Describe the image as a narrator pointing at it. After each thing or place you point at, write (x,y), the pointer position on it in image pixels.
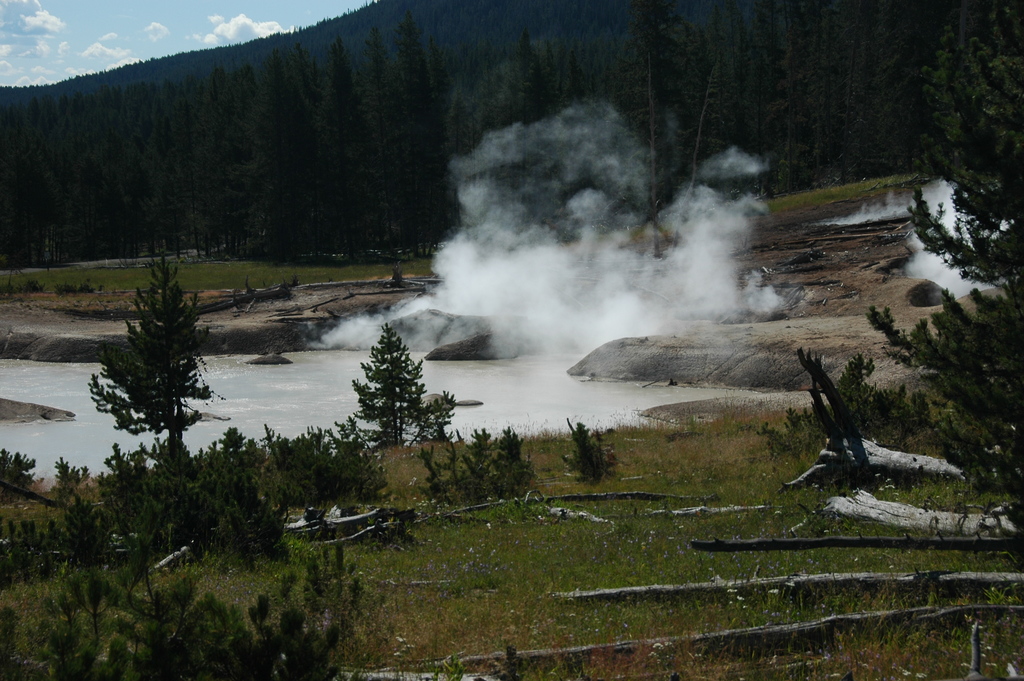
At the bottom of the image (559,537) on the ground (679,515) there is grass (719,555), wooden logs (830,465) and also there are small plants (228,497). Behind them there is water (535,387) and also there is smoke (458,257). In the background (428,180) there are trees (177,102). Behind them there is a hill (453,42). In the top left corner of the image (72,52) there is sky (85,52) with clouds (240,17).
